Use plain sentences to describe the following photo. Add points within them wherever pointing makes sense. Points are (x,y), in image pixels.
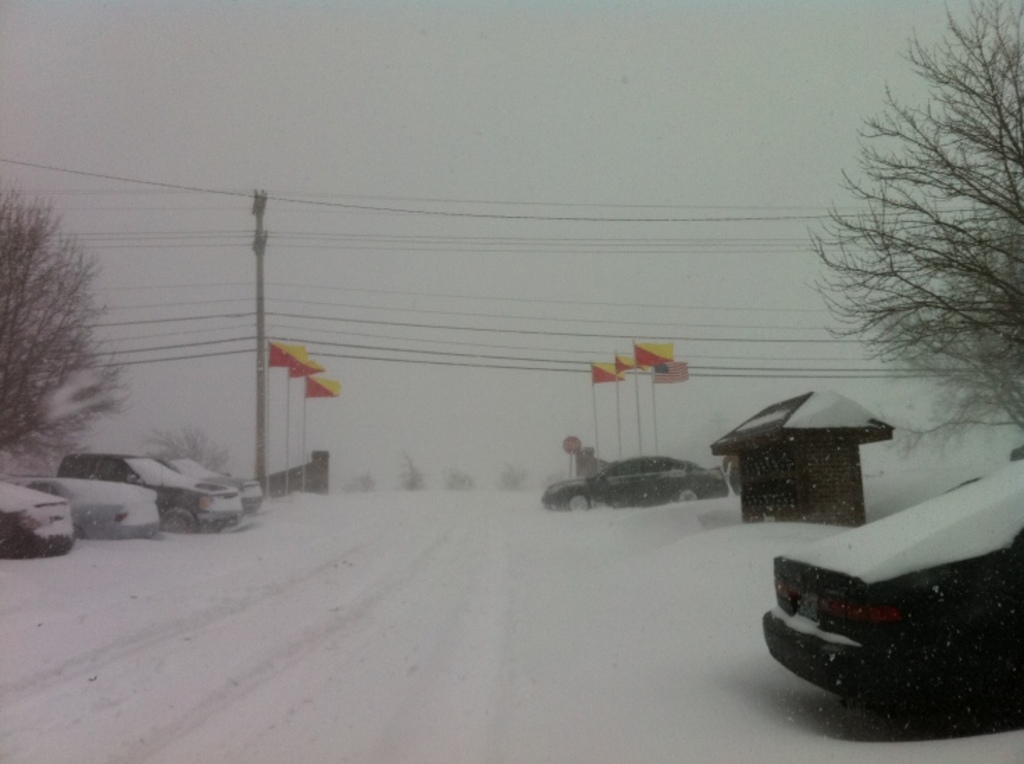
In this picture, we see many cars (149,459) parked on the road (662,639). Beside that, we see an electric pole (264,454) and wires (222,193). We see flags (319,386) which are in red and yellow color. On either side of the picture, we see trees (904,339). On either side of the picture, we see the road (466,573) covered with ice (373,609). At the top of the picture (459,48), we see the sky (318,248).
